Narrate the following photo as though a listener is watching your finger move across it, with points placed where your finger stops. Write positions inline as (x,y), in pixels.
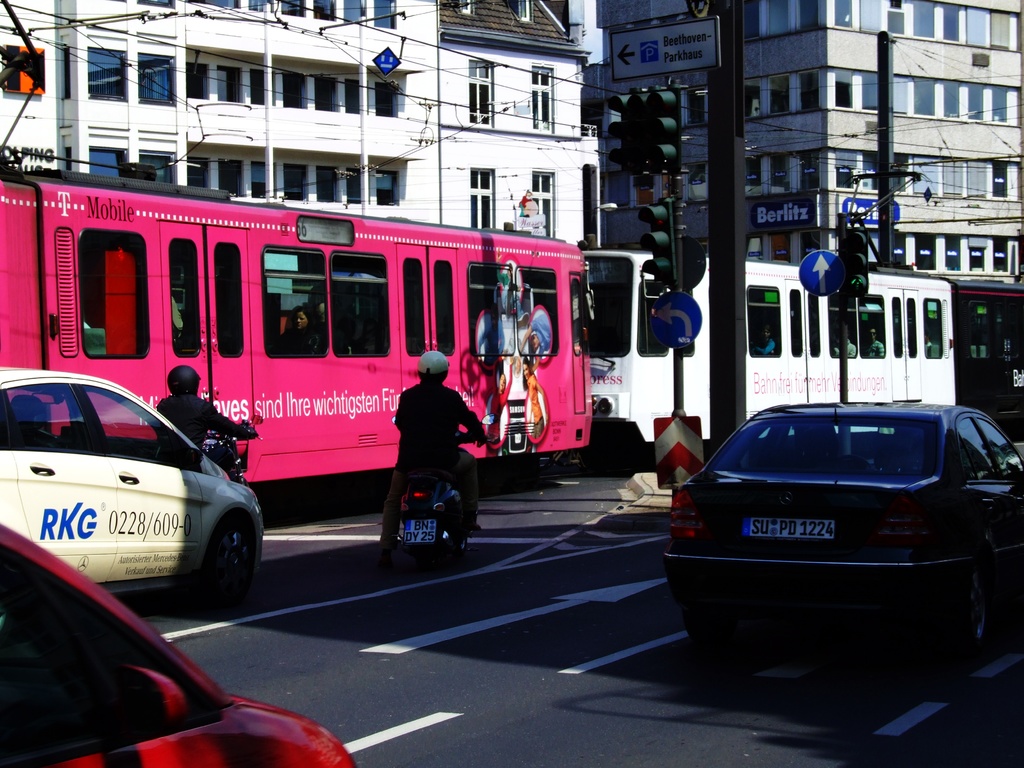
In this image we can see train (346,431) on the road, motor vehicles (158,506) on the road (357,591), electric poles (729,49), electric cables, traffic poles (674,181), traffic signals (651,152), buildings (818,219), name boards (870,221) and sign boards (690,333).
